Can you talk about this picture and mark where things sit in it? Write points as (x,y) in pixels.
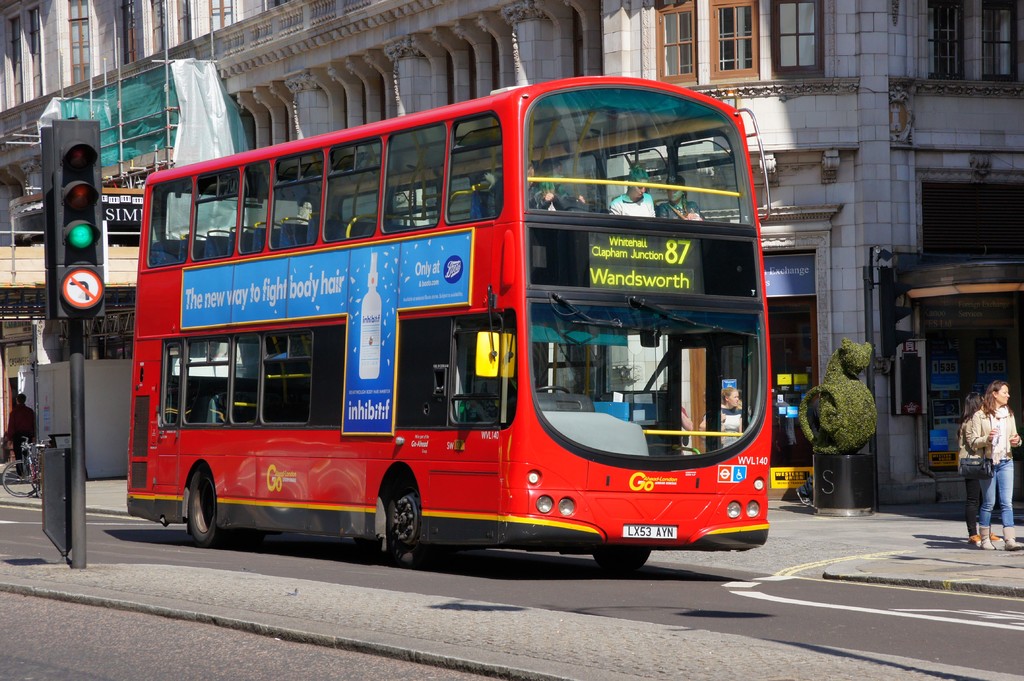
In this image we can see a vehicle (562,484) on the road (371,576), there are some windows (175,223), poles (137,119), lights (91,240), shops (773,492), people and a building (525,36), also we can see a bicycle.
